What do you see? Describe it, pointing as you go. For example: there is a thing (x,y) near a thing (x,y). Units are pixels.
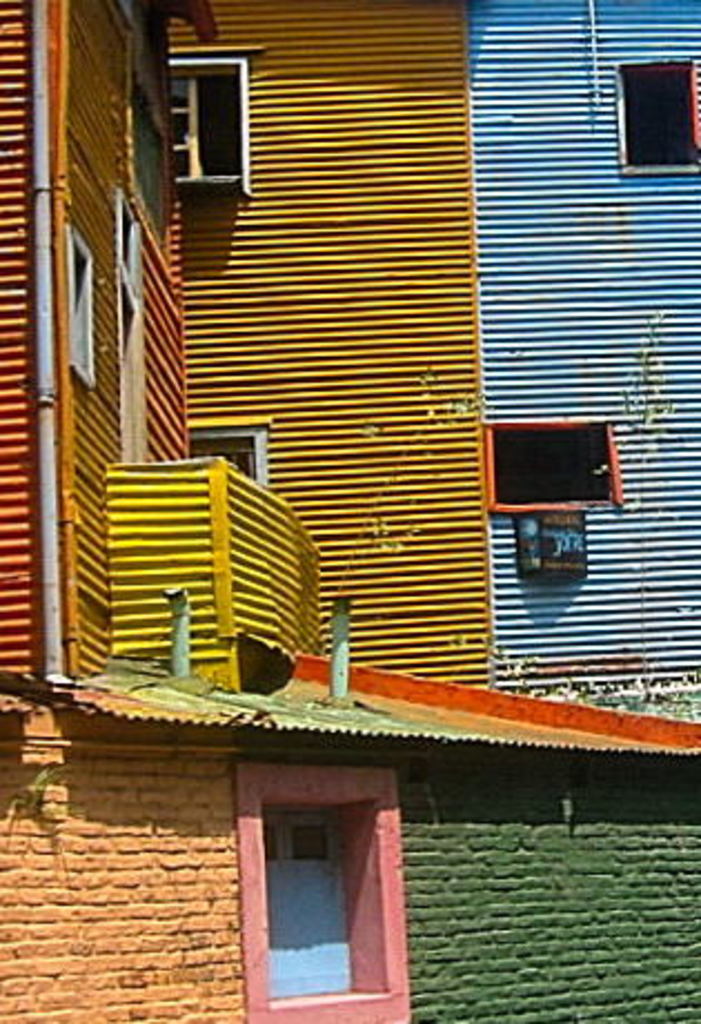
In this image there is a building (323,657).
